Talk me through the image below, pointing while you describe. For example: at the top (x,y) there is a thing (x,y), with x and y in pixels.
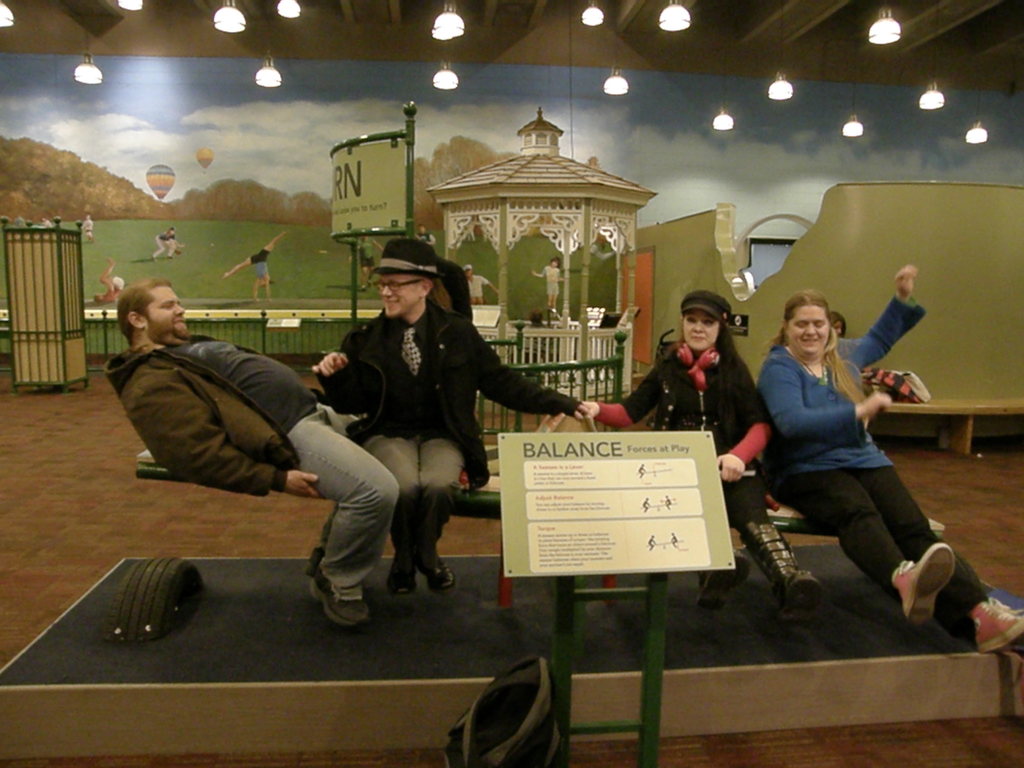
In the foreground of this image (364,556), there are four person (355,438) sitting on a balance rod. On bottom (520,747), there is a bag (506,732), a name board (591,535) in the middle of the image (669,471). On top (274,100), there are lights (278,67), painted wall (249,222), a pole (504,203), an arch (536,174).
